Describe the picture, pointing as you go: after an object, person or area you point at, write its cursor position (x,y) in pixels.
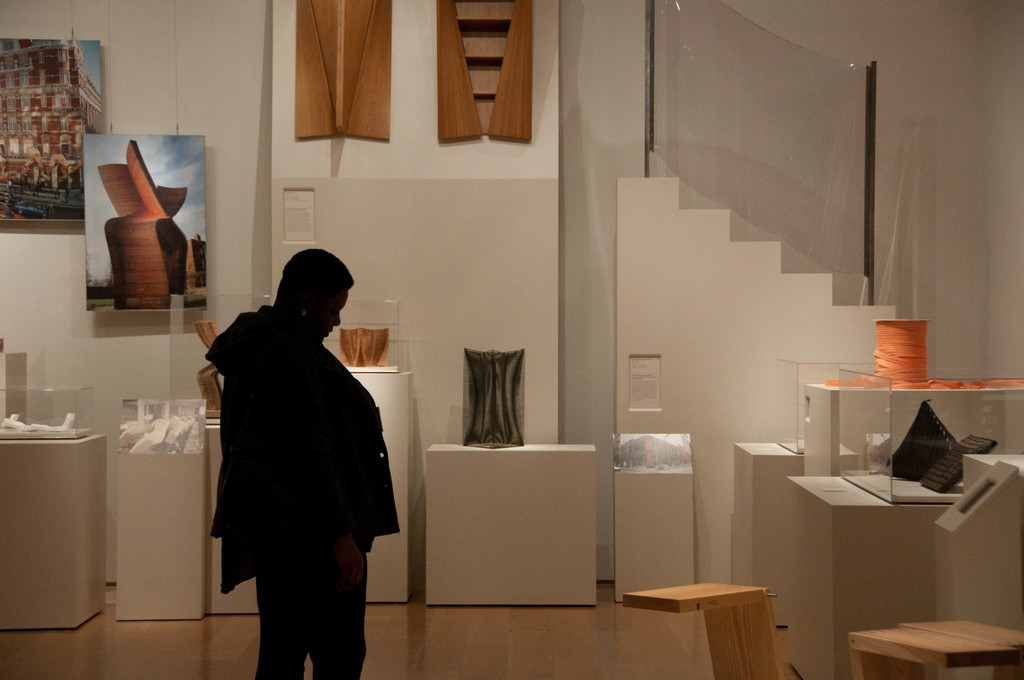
In this picture we can see a woman (261,376), in front of her we can see few things (674,454) on the tables (693,499), and we can find few paintings (142,135) on the wall (239,105).
